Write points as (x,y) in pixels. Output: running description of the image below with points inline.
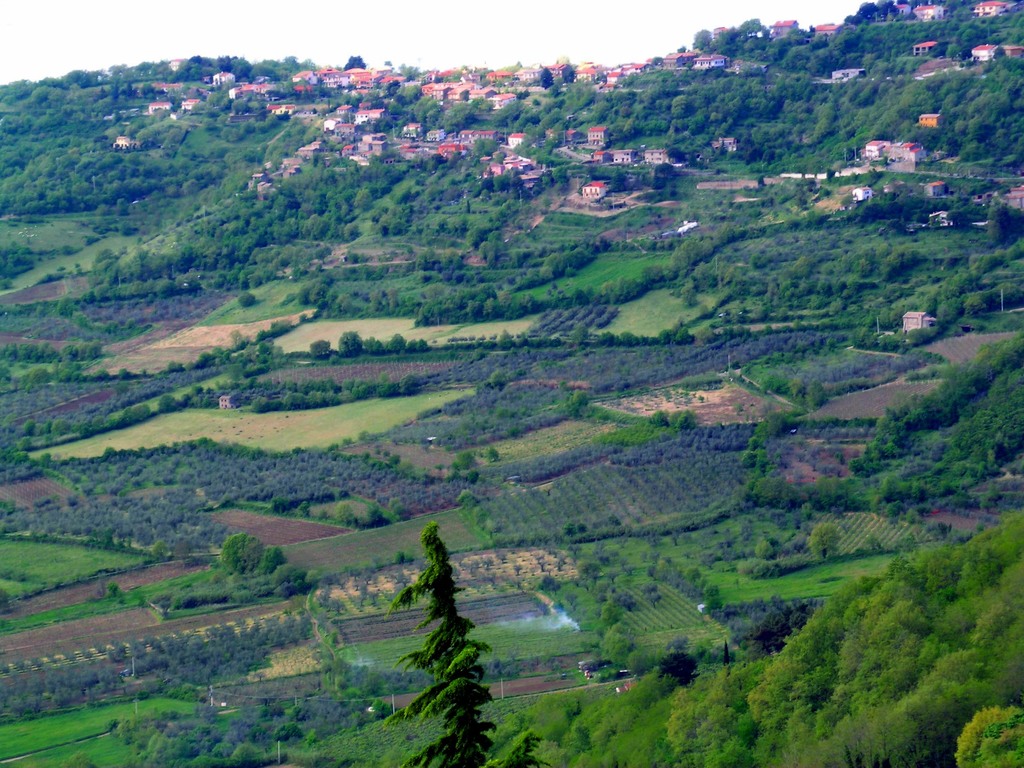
In this image we can see fields (565,634), trees (840,592), buildings (423,89) and sky (416,41).
